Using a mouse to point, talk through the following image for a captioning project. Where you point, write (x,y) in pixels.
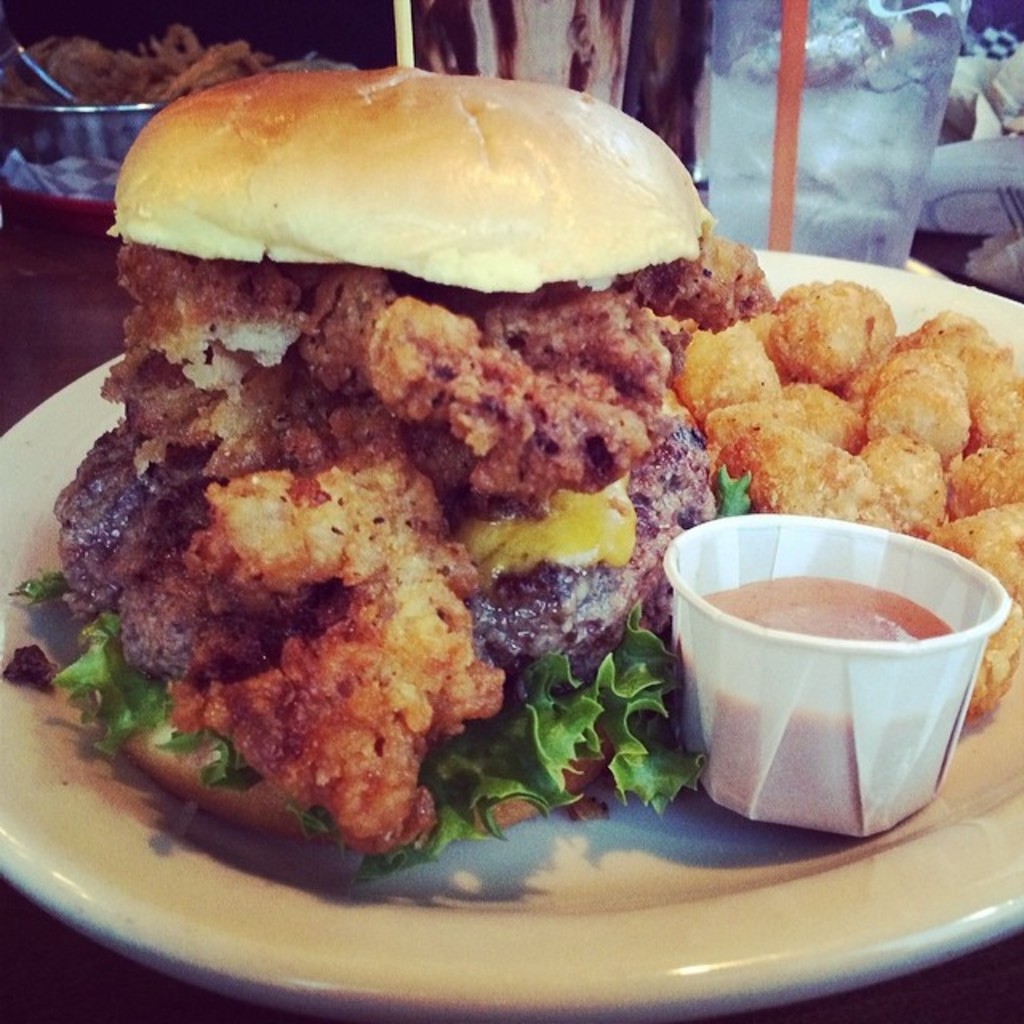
This image is taken indoors. At the bottom of the image (157,964) there is a table (85,979) with a plate (71,398) on it and there is a burger (447,424), a cup (740,562) with sauce (822,576) and a few snack items (895,527) on it. In the background (29,122) there is a bowl (86,101) with noodles (133,86) and there is a glass (848,115) on the table (62,274).
